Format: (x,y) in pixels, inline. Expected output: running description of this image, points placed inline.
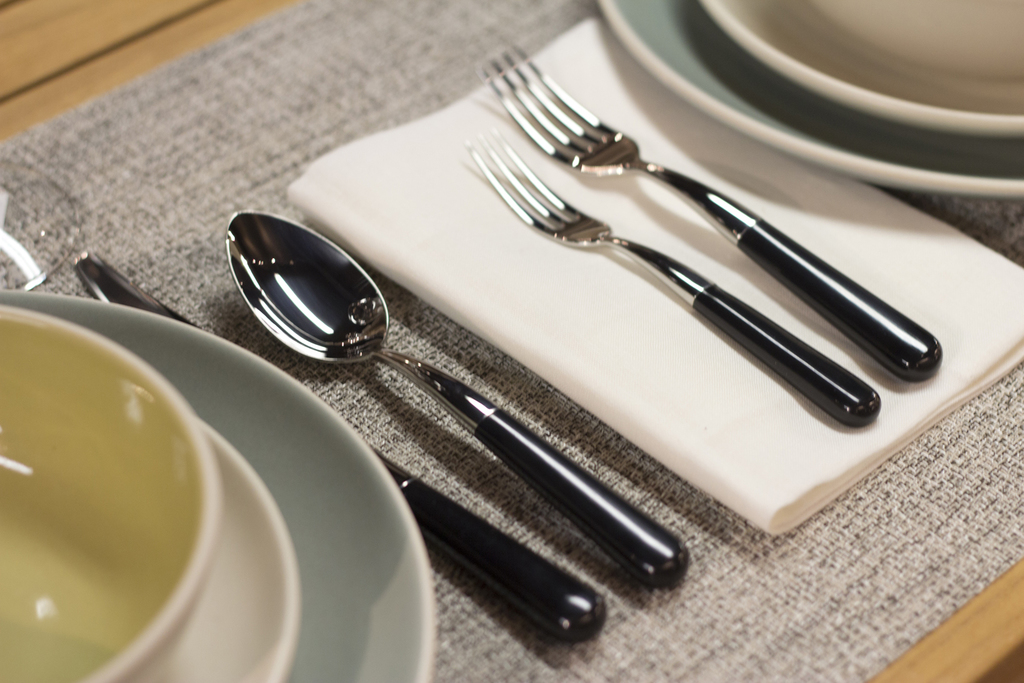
In this image there is a table (223,17), on the table (272,76) there are clothes (195,133) and tissue papers (748,418), forks (524,131), spoons (355,322), bowls (198,521) and saucers (359,497).
